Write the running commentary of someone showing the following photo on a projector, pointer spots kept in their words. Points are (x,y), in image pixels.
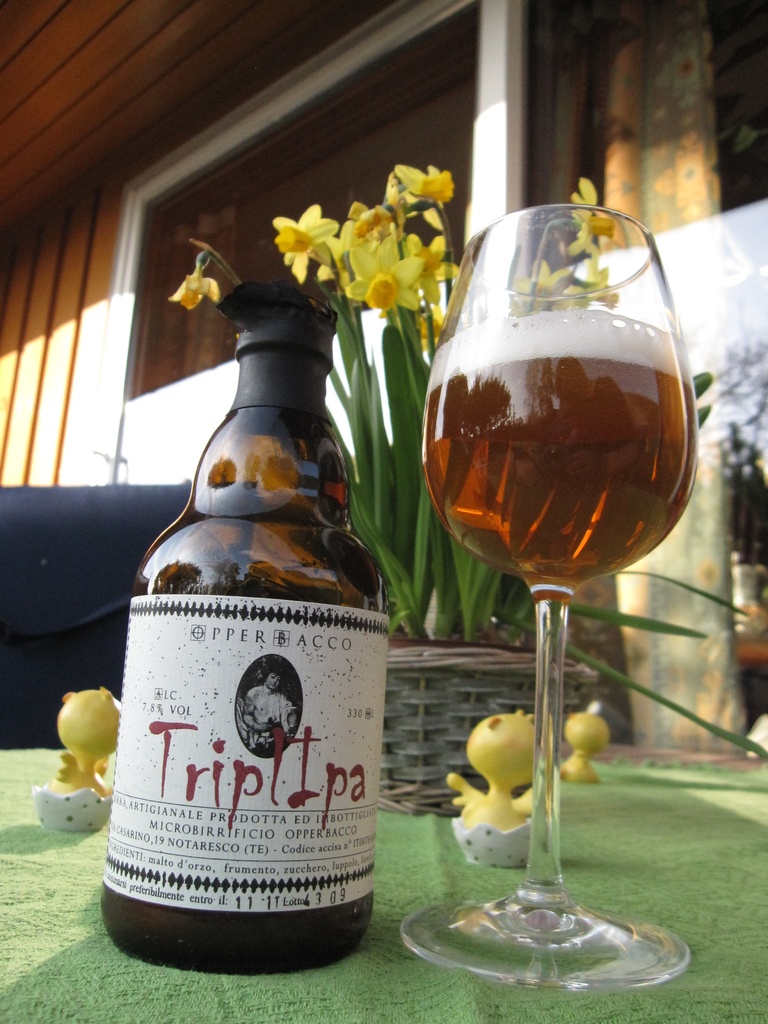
In this image we can see the bottle (234,706) and a glass (556,636) containing liquid (645,467) placed on the surface (12,800), we can also see some flowers (430,300) on plant (420,572) placed in pot (480,716) and some toys (497,752). In the background (758,650), we can see glass doors (171,231) and curtains (673,181) and the roof (151,136).
